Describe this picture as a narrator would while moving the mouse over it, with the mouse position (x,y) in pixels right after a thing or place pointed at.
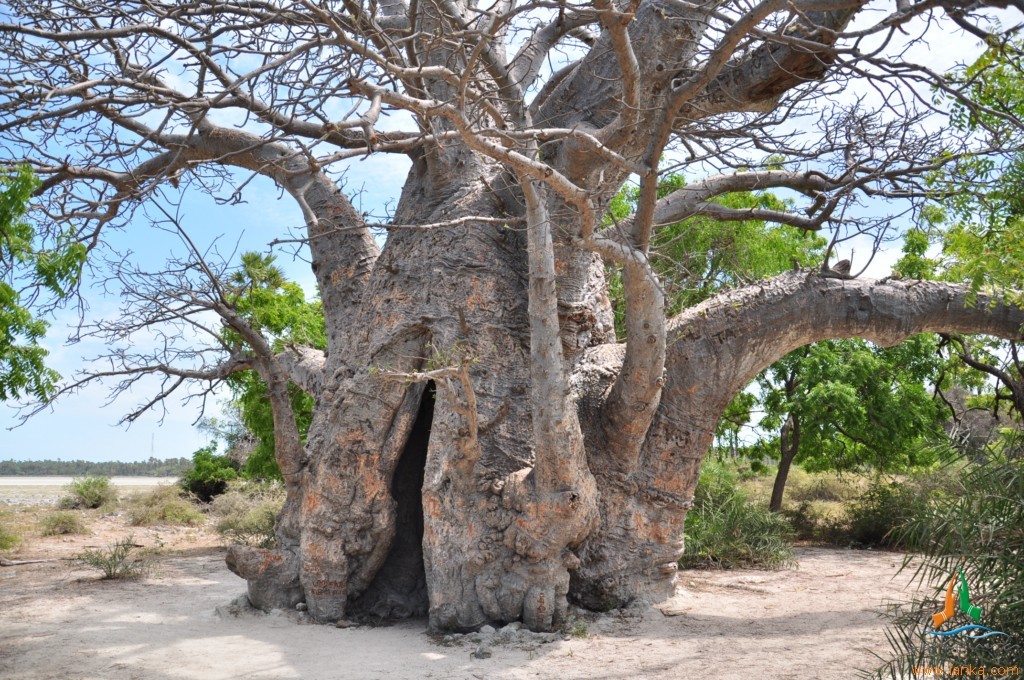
This picture is clicked outside. In the center (534,421) we can see the trunk (431,241) and branches (358,218) of a tree (488,163) and we can see the plants (864,511) and grass (182,521). In the background (137,422) we can see the sky (135,402).
